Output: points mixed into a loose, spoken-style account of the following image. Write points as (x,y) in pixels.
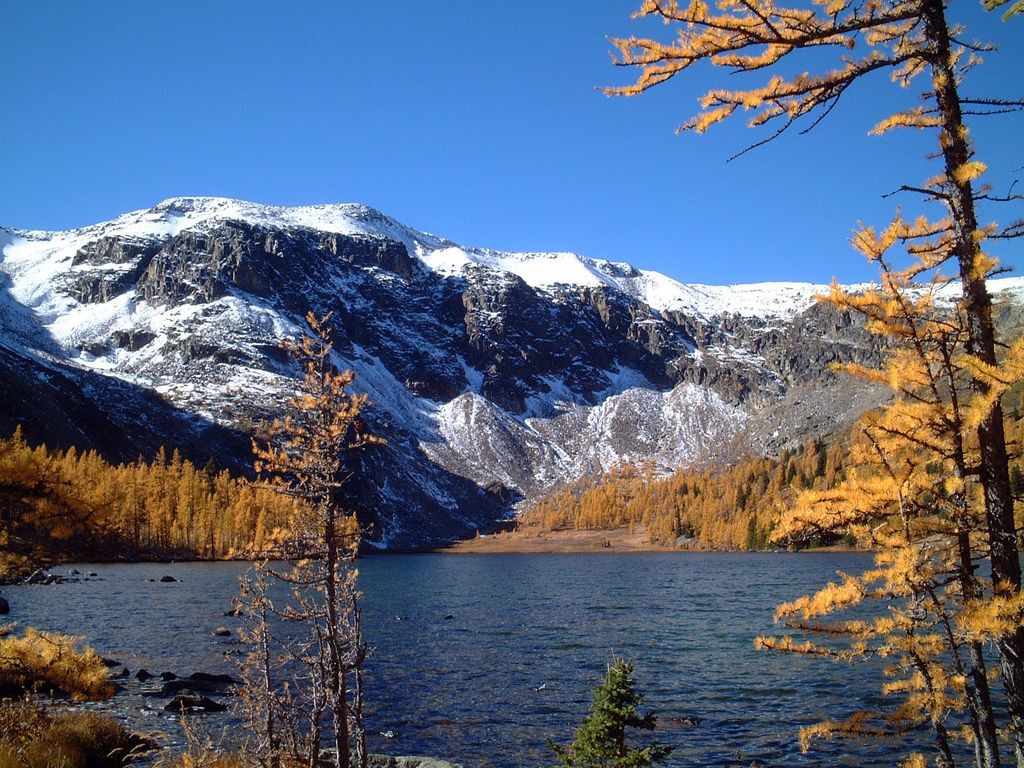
In this image there is a river (546,613), around the river (681,613) there are trees (965,610) and plants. In the background (274,272) there is a mountain (480,372) and the sky (650,186).
